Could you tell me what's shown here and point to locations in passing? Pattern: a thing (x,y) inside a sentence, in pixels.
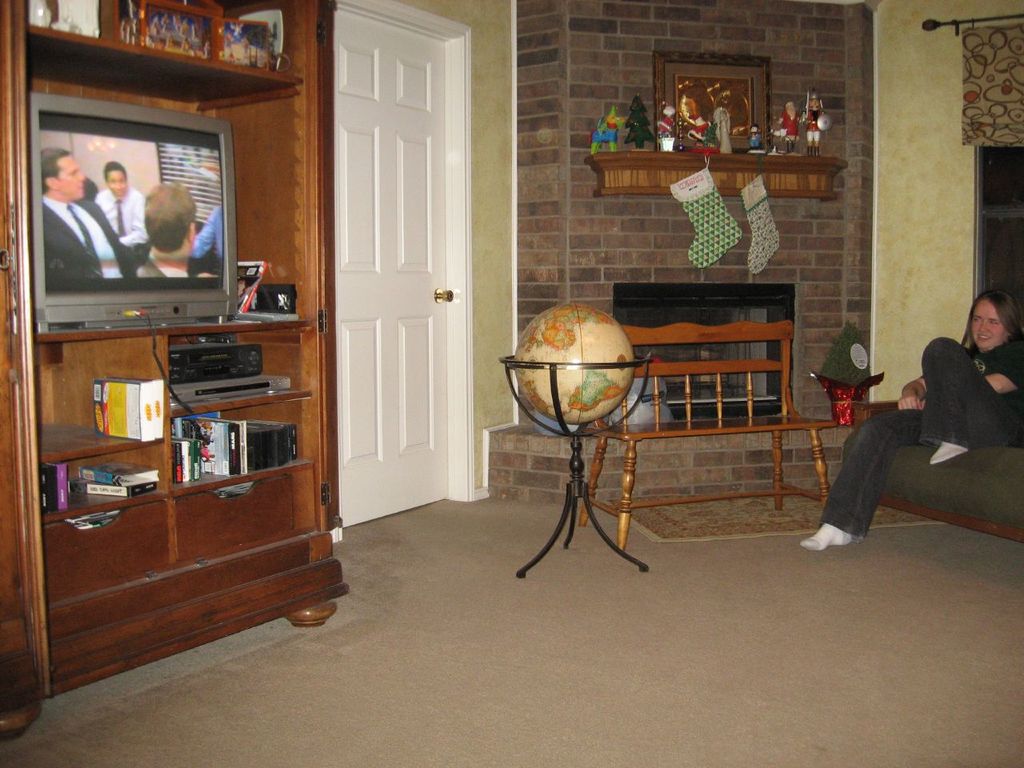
This is a picture taken in a room (770,461), the woman (924,441) in black t shirt (989,361) sitting on a sofa (957,469). In front of the woman (868,454) there are the shelf (155,442) on shelf (153,458) there are books (131,430), television (157,239), and photo frame (171,49). To the right side of the shelf (238,232) there is a white door (388,315) and a bench (684,427).
